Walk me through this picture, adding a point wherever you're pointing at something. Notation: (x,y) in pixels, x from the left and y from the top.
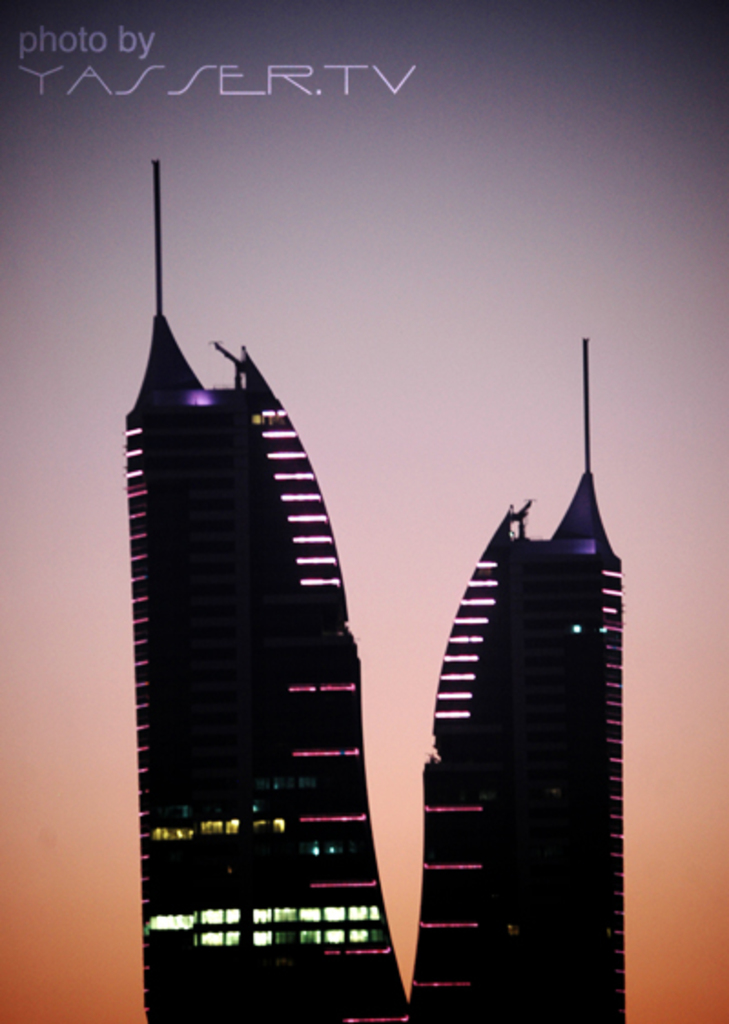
In the picture we can see two tower buildings (579,808) with lights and some poles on top of it and it is a photograph and on it is written as YASSER.TV.
